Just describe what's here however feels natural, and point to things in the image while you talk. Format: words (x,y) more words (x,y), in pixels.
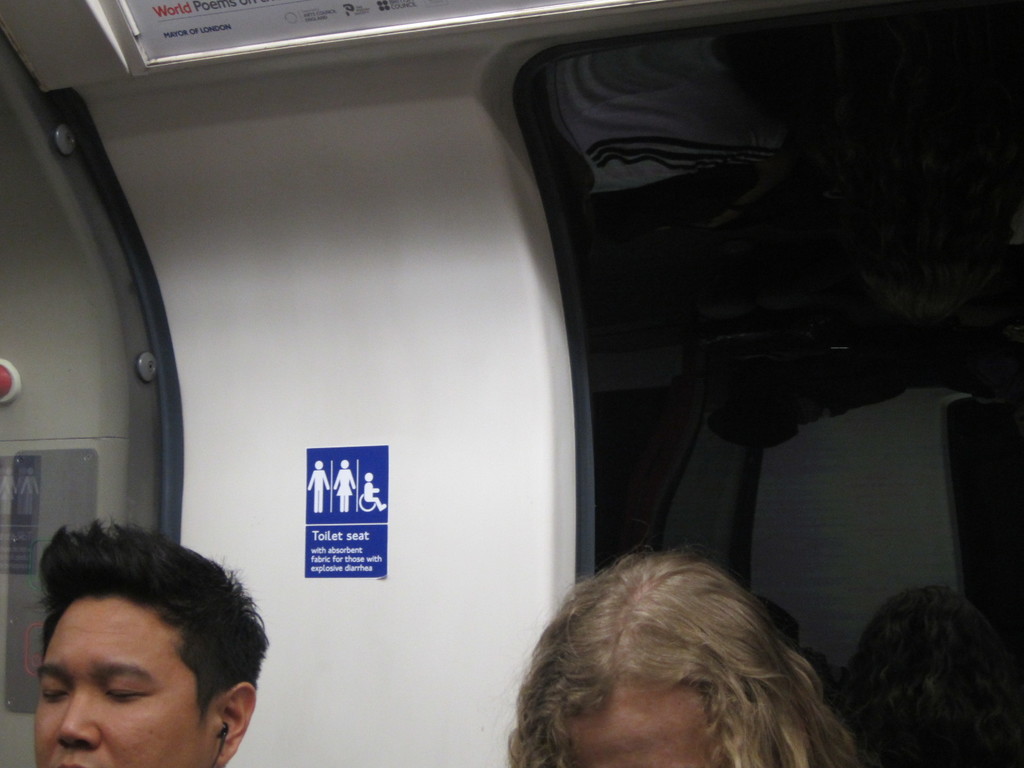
In this image I can see two persons heads (534,762). Back I can see a white wall (395,383) and blue color sticker (345,517) is attached to it and a black background (809,320).
